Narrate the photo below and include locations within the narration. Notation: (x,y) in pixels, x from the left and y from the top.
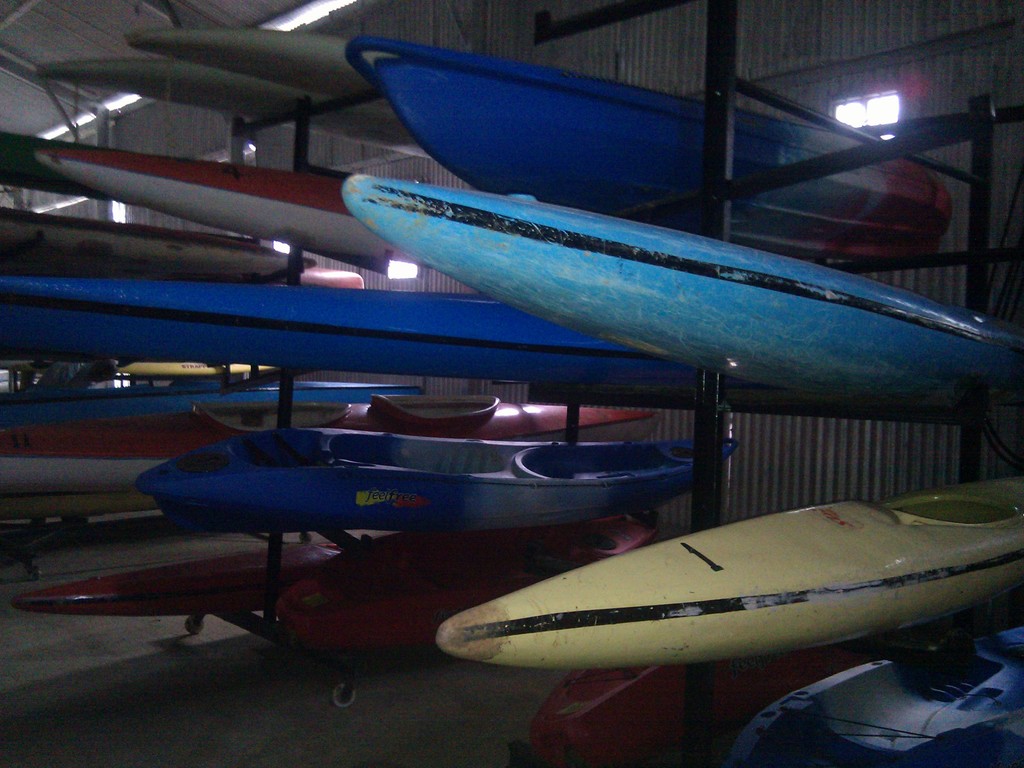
In this image there are some kayaking boards (343,274) are kept in middle of this image (671,508) and there is a wall (783,91) in the background (418,265).
